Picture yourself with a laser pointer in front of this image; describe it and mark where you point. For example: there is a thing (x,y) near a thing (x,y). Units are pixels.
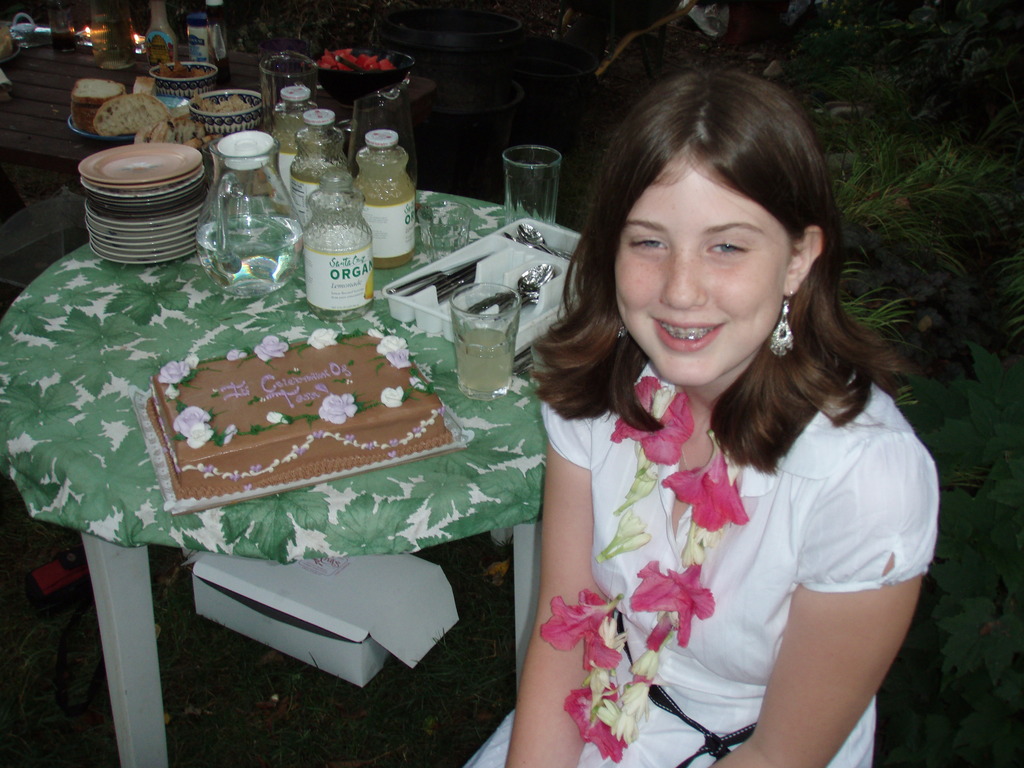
In this picture there is a girl (732,267) smiling, beside her there is a table (181,271) with a water jar (228,235), spoons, plates (183,237) and water glasses (476,293) and a cake (198,457).
